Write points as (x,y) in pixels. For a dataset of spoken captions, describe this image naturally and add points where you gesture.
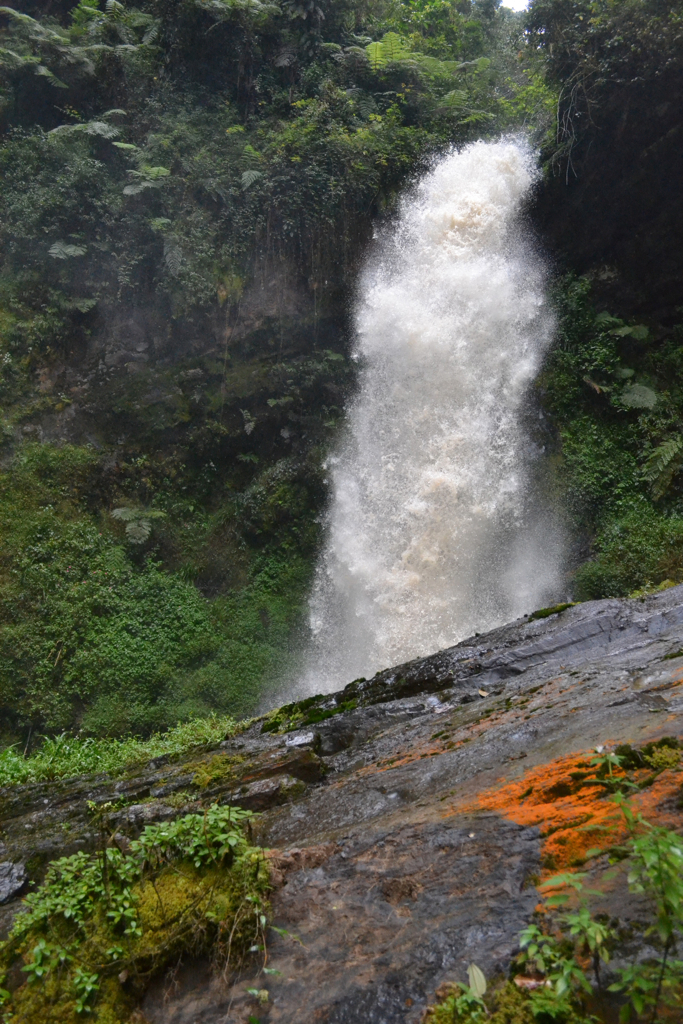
In this image we can see a waterfall (551,312), here is the water (500,391), there are trees (298,196), here are the plants (58,903), here is the rock (17,893).
